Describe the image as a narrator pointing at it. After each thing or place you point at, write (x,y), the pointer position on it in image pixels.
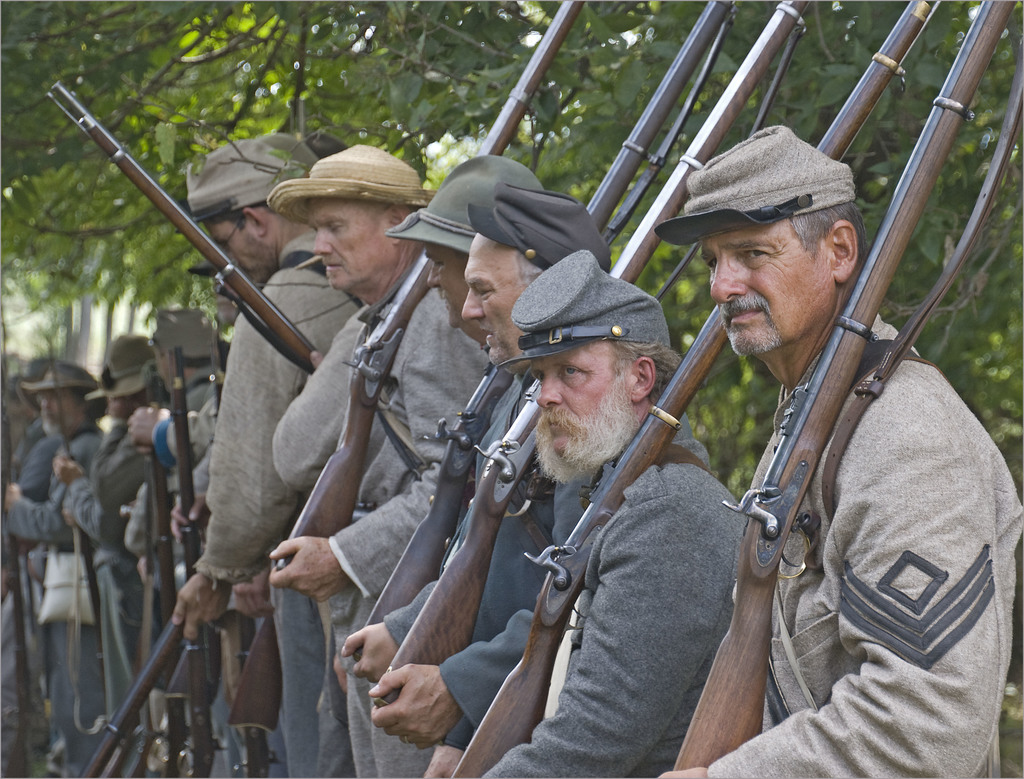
In this image we can see these people (122,478) wearing uniforms (122,478) and caps (565,315) are holding guns (73,112) in their hands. In the background (510,49), we can see trees (72,126).
